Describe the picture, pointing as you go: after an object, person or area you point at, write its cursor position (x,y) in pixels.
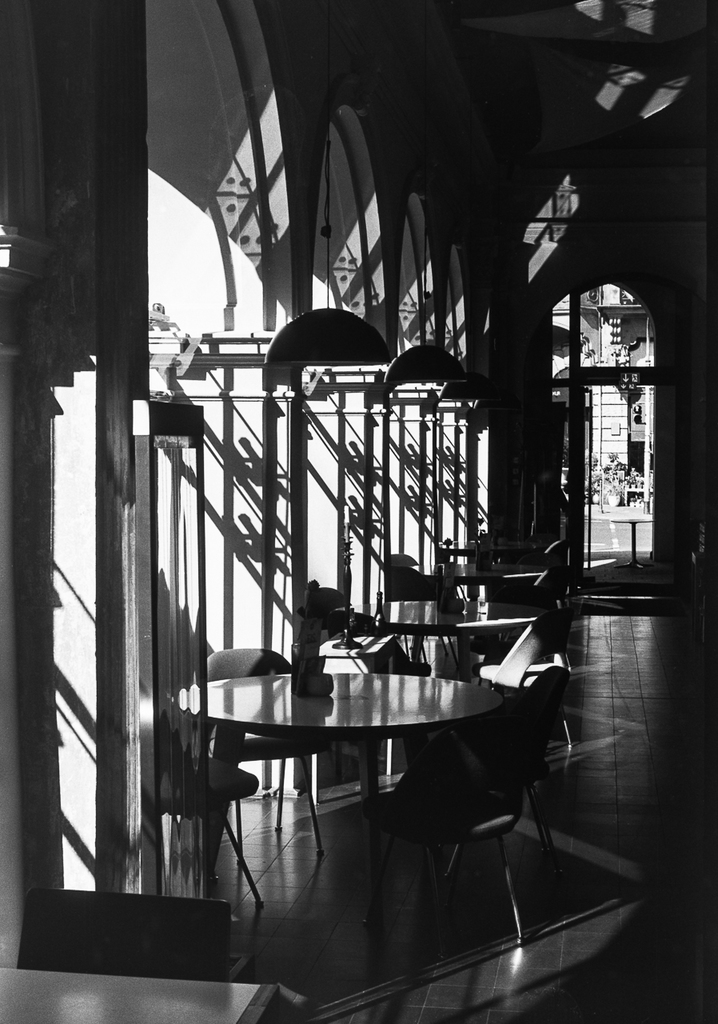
In this image we can see a table (281,690) on the ground (461,971), there are chairs (529,663), there are pillars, there it is dark.
